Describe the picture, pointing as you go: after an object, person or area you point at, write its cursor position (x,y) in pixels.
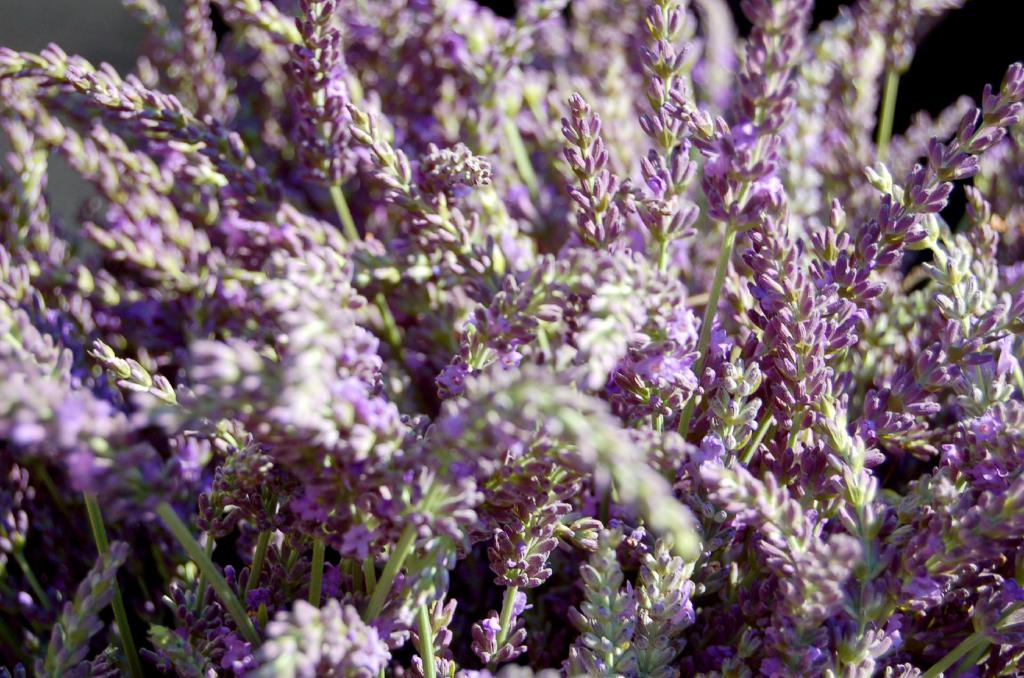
This is the zoom-in picture of a plant (274,82) whose flowers (328,435) are in purple color.
